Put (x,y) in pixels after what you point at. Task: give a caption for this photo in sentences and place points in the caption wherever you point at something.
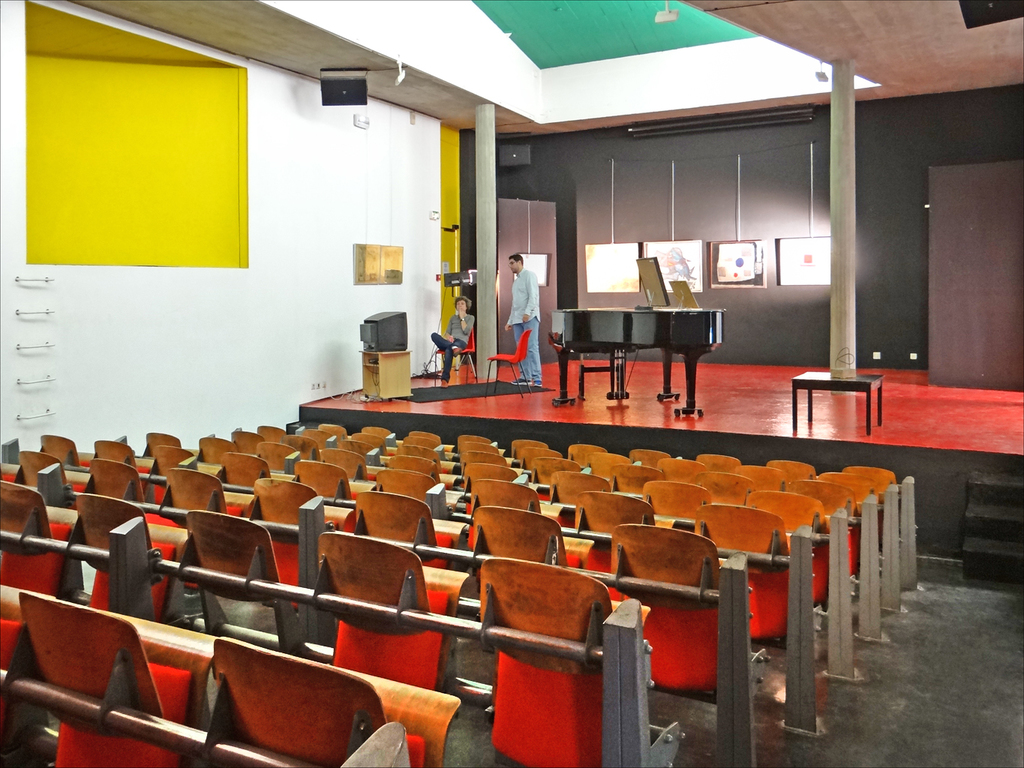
In this picture we can see there are two people (463,319) on the stage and a person (515,312) is standing on the stage (514,376) and another person (456,339) is sitting on a chair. On the stage (455,368) there is a musical instrument (572,328) and other things (382,331). In front of the people (461,302) there are chairs (630,547).
